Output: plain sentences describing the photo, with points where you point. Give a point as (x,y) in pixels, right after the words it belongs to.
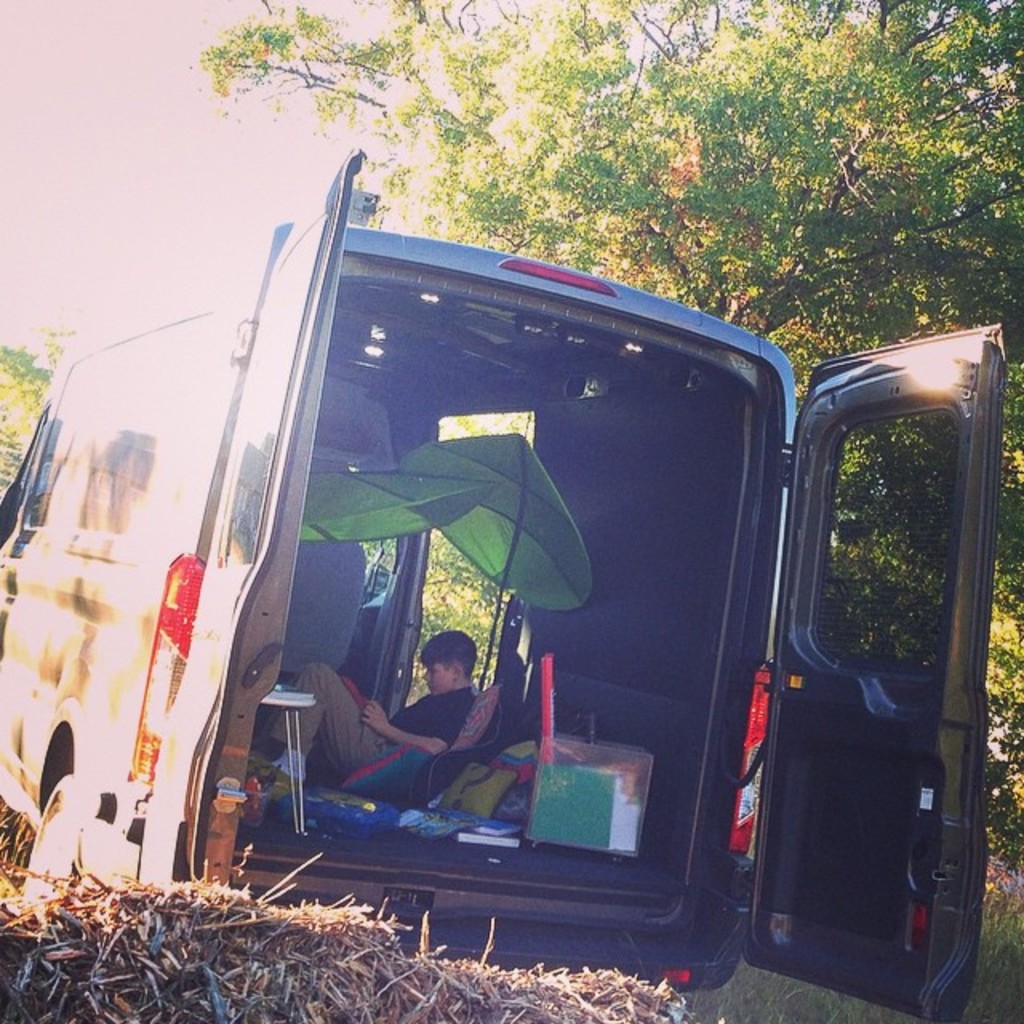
The picture consists of a vehicle (579,655), in the vehicle (381,695) we can see person (465,643), tent (562,573) and other objects (432,761). At the bottom (152,950) there is dry grass (490,977). At the top (51,117) towards left (96,139) it is sky (183,194). In the middle (487,630) there are trees (447,433).
